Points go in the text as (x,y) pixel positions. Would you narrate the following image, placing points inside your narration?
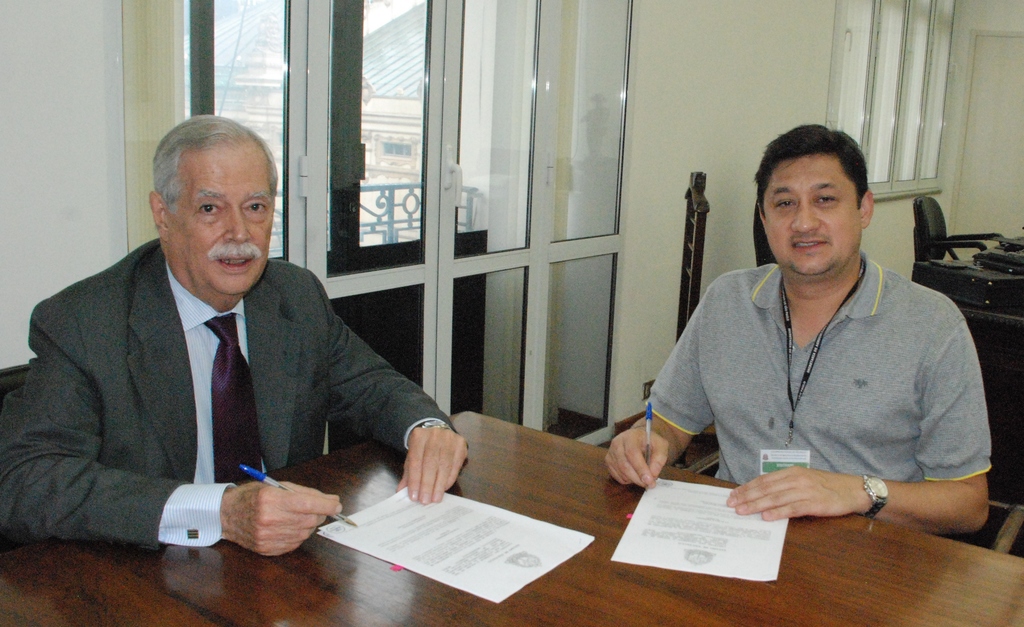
In the center of the image (357,397) we can see two persons (367,389) are sitting and they are smiling and they are holding pens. In front of them, we can see one table (578,526). On the table (577,588), we can see the papers (590,540). In the background (682,236) there is a wall (774,87), glass (517,96), one chair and a few other objects (999,295).
